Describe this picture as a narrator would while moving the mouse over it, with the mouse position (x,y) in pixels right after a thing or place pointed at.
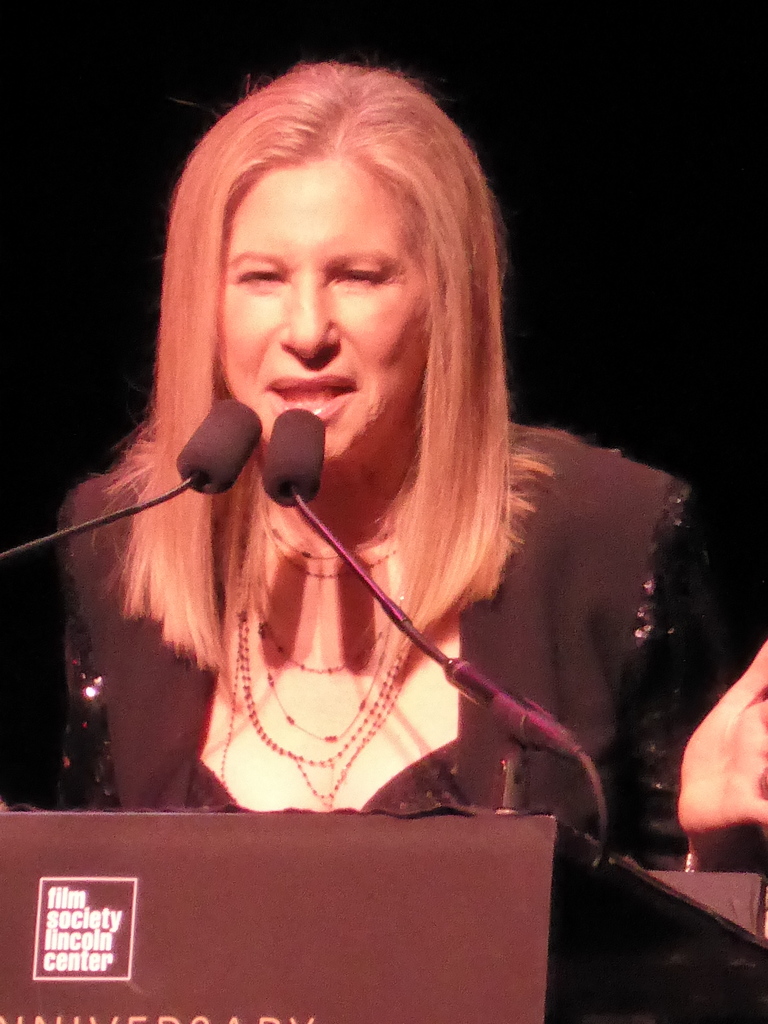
In this picture I can see there is a woman (669,602), she is speaking in the microphone (238,445) and there is a wooden table (417,889) in front of her and there are two microphones (231,470) attached to it. The backdrop (760,422) is dark.
